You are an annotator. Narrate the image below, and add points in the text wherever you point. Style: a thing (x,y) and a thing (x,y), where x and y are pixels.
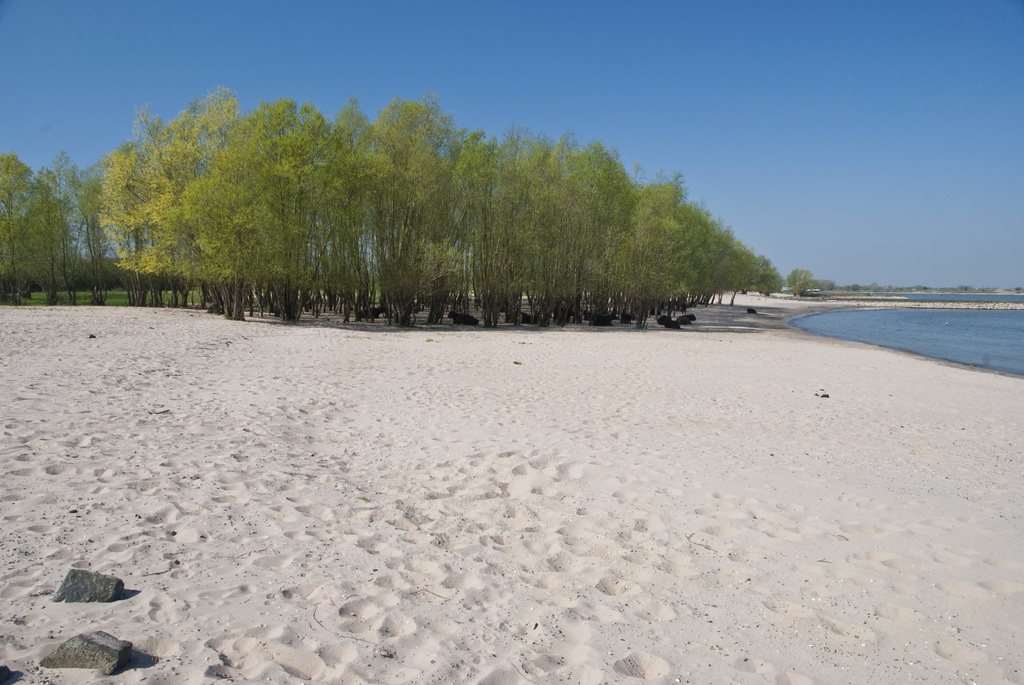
In this picture I can see trees (437,230) on the ground (315,385). On the right side (991,336), I can see water (956,344). In the background (907,114), I can see the sky (782,166).
